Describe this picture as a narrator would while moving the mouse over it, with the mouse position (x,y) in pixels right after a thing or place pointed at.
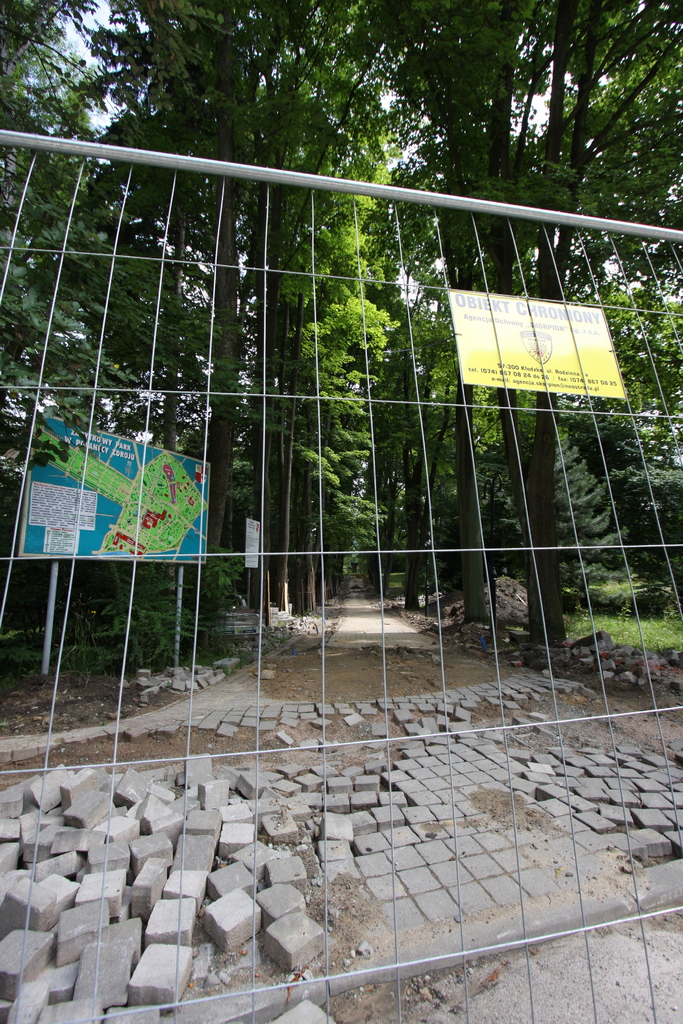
In this picture I can see stones (428,800) and trees (300,562) on the ground (154,701). In the front of the image (429,901) I can see a fence (655,231) on which board (557,386) attached to it. On the left side (62,519) I can see a board (197,498). In the background (631,620) i can see path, grass (612,618) and sky (523,83).
